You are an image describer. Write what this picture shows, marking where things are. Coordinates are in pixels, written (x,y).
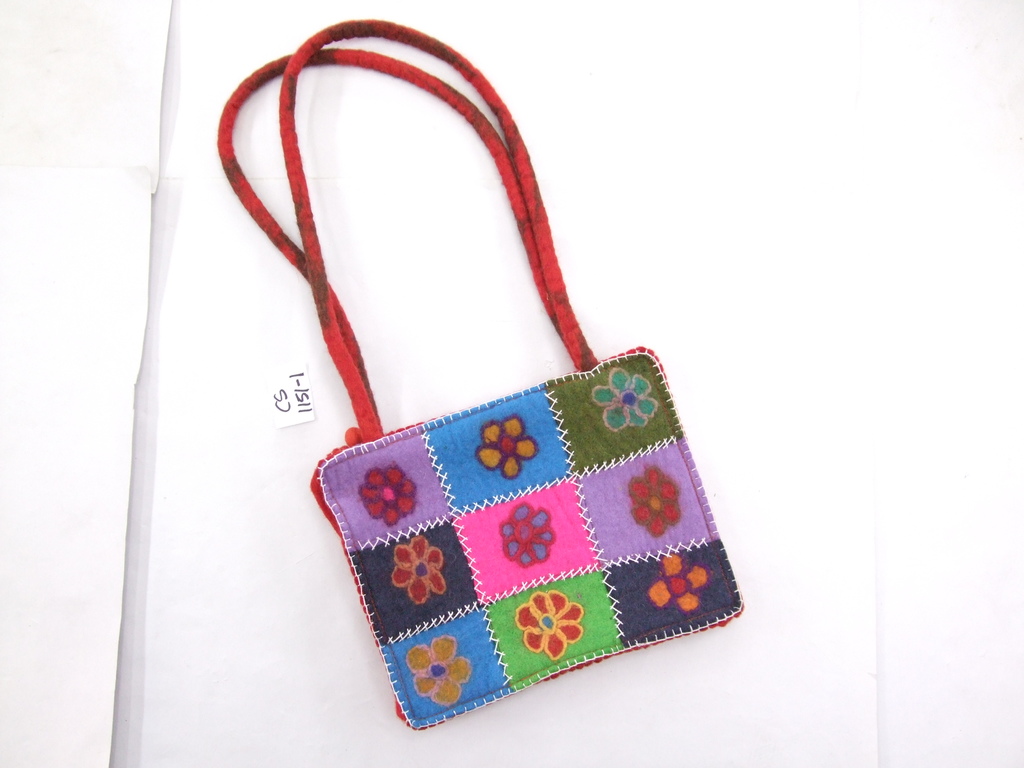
We can see bag (563,474) with different colors flowers (519,447) of bag (532,482) such as blue, yellow, green, black.
